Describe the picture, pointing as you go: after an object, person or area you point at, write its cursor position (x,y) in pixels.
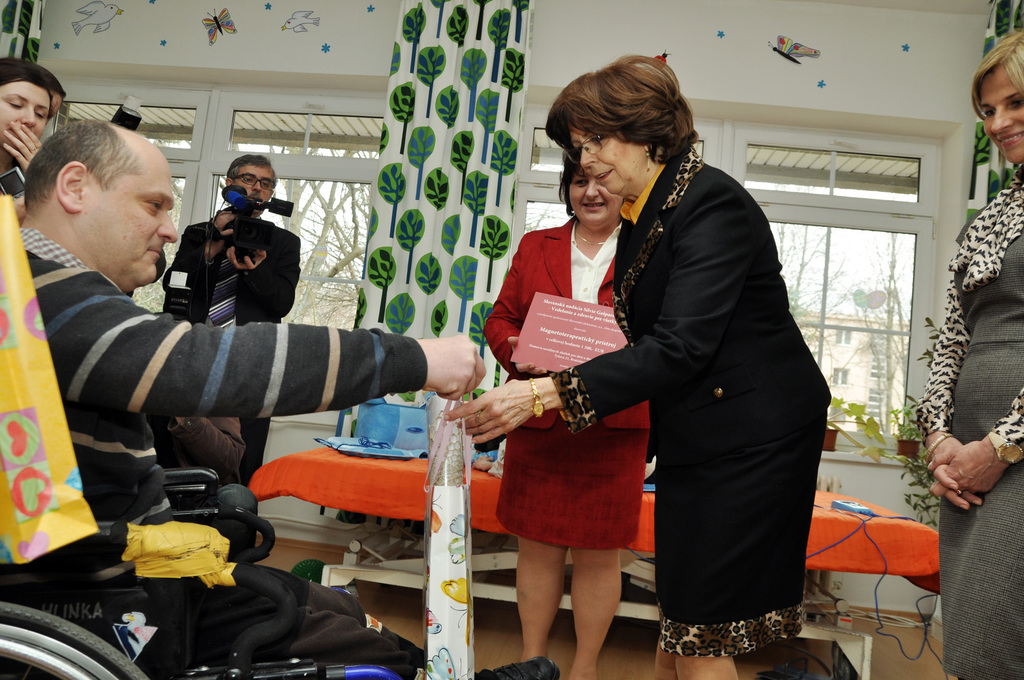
In the foreground of this image (210,512), on the left (100,480) there is a bag (61,432) and a man (88,369) sitting on the wheel chair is holding a bag (440,592). On the right (726,517), there are three women (717,485) standing. In the background (174,179), there are few persons (16,143) holding cameras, windows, curtains (443,82) and few papers (115,17) pasted on the wall (224,8) and there is a stretcher (837,546) with many objects (386,425) on it.
